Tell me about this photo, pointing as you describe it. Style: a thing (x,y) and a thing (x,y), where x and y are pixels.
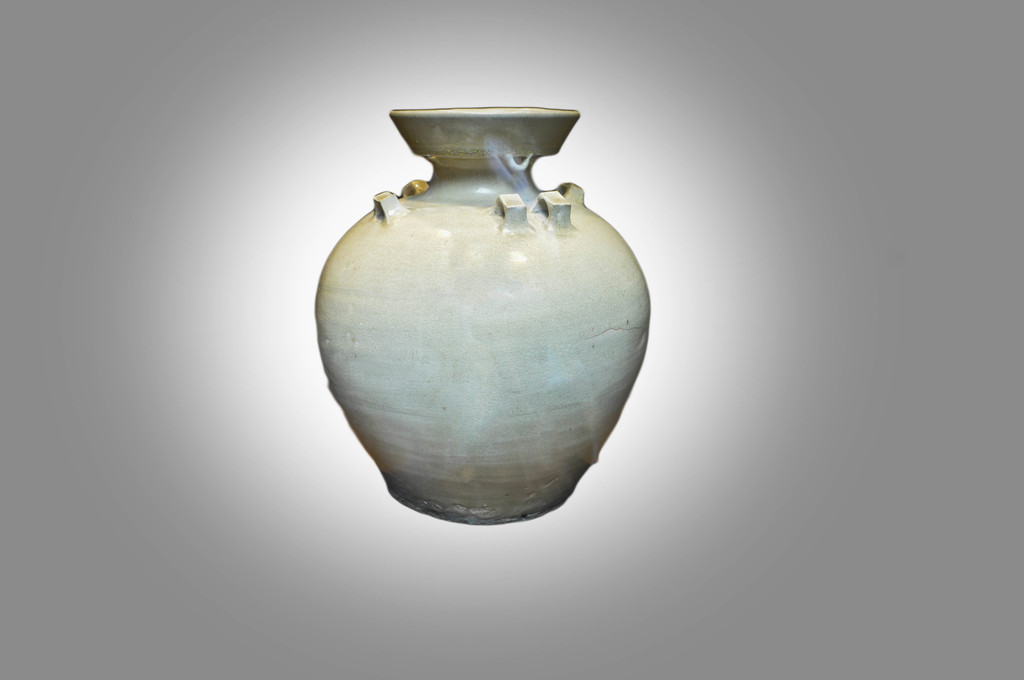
This is an edited picture where we can see a pot (454,393) in the middle (456,432) and the background (175,439) is in white color.
